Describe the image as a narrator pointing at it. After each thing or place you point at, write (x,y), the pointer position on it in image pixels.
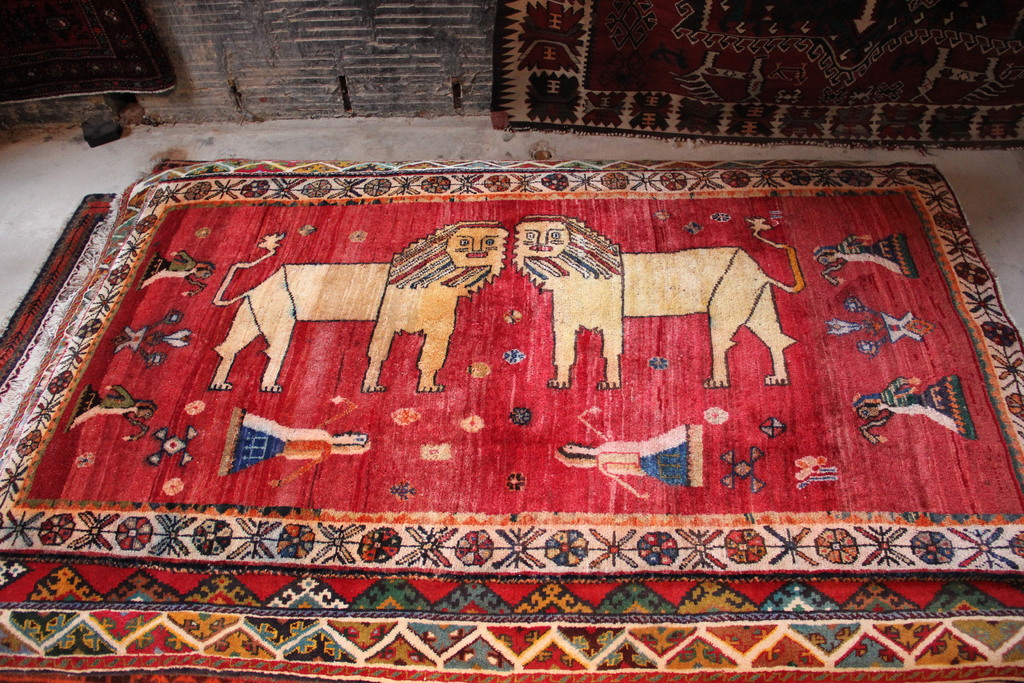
On the floor (144,162) there are carpets (121,214). Carpets (534,2) are also on the wall (283,64).
